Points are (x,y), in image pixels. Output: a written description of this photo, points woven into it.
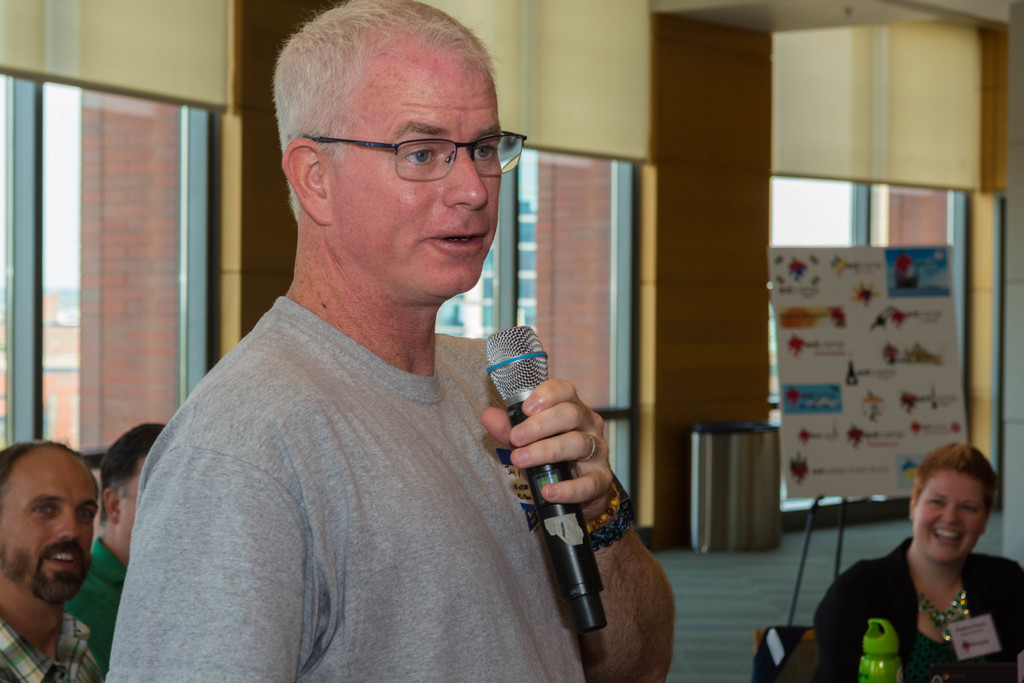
In this image I see a man (360,289) who is wearing a t-shirt (356,443) and I see that he is holding a mic (532,477) in his hand (522,462). In the background (986,519) I see 2 men (15,527) and a woman (904,618) over here and I see that these both of them are smiling and I see the windows (607,333) and the wall (1019,271) and I see a board (877,329) over here on which something is written.
